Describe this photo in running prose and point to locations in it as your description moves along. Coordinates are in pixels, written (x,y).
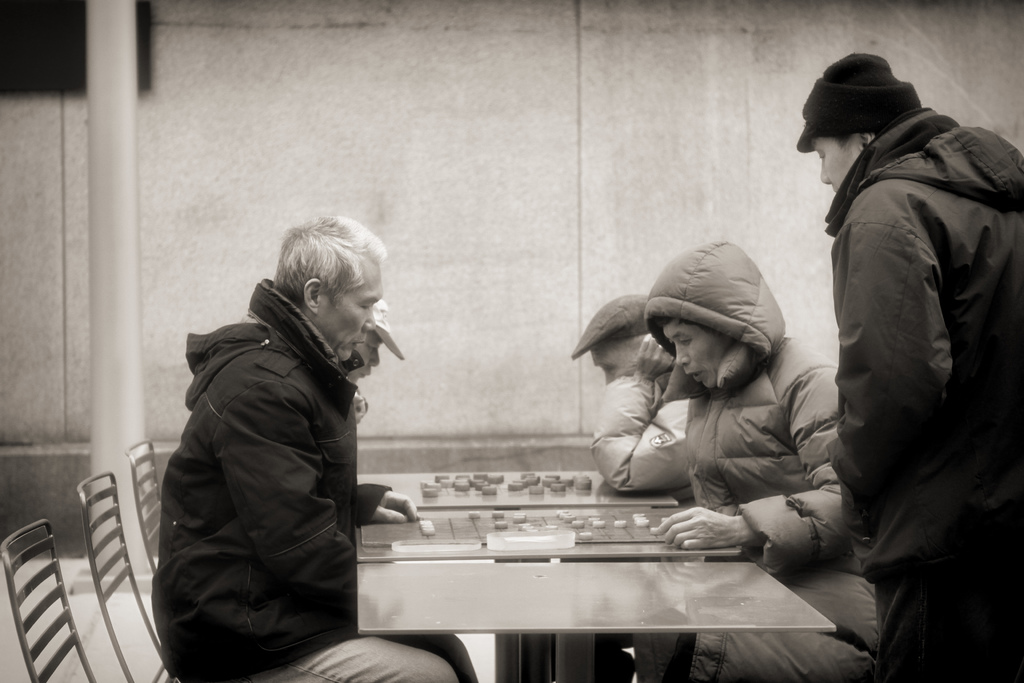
In the picture there are many people (207,345) sitting on the chair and table (592,499) in front of them on the table (444,584) there are playing a game one person (933,144) is standing near them.
